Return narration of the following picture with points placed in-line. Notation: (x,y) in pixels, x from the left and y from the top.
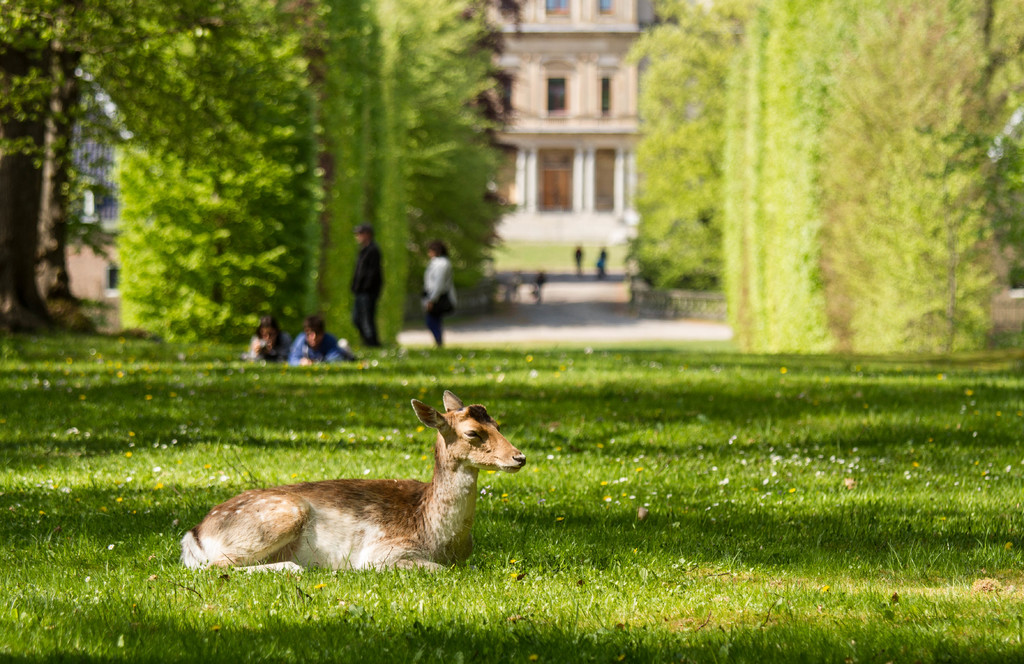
In this image there is a deer (482,434) laying on a grassland (252,376), in the background (327,340) there are people (359,328), trees (322,157), building (581,220) and it is blurred.
